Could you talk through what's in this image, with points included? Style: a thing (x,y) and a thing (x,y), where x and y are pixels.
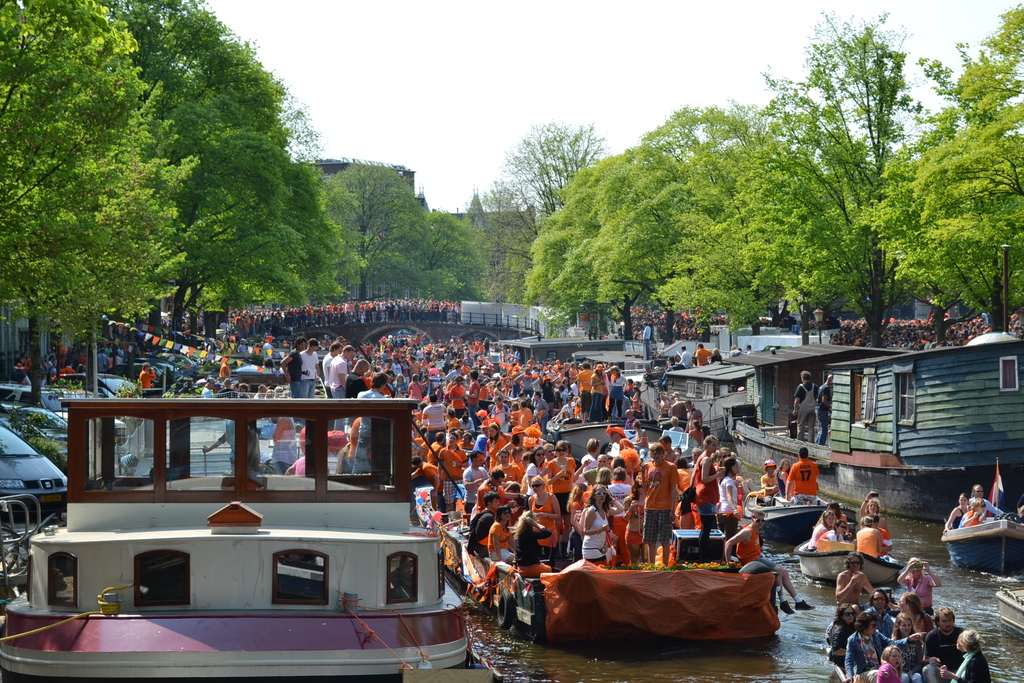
In this image we can see a group of people (553,469) on the boats (526,596) which are in a water body (782,653). We can also see a group of people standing on a bridge (476,328), some vehicles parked aside, poles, flags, a group of trees (351,256), some buildings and the sky (574,123).
